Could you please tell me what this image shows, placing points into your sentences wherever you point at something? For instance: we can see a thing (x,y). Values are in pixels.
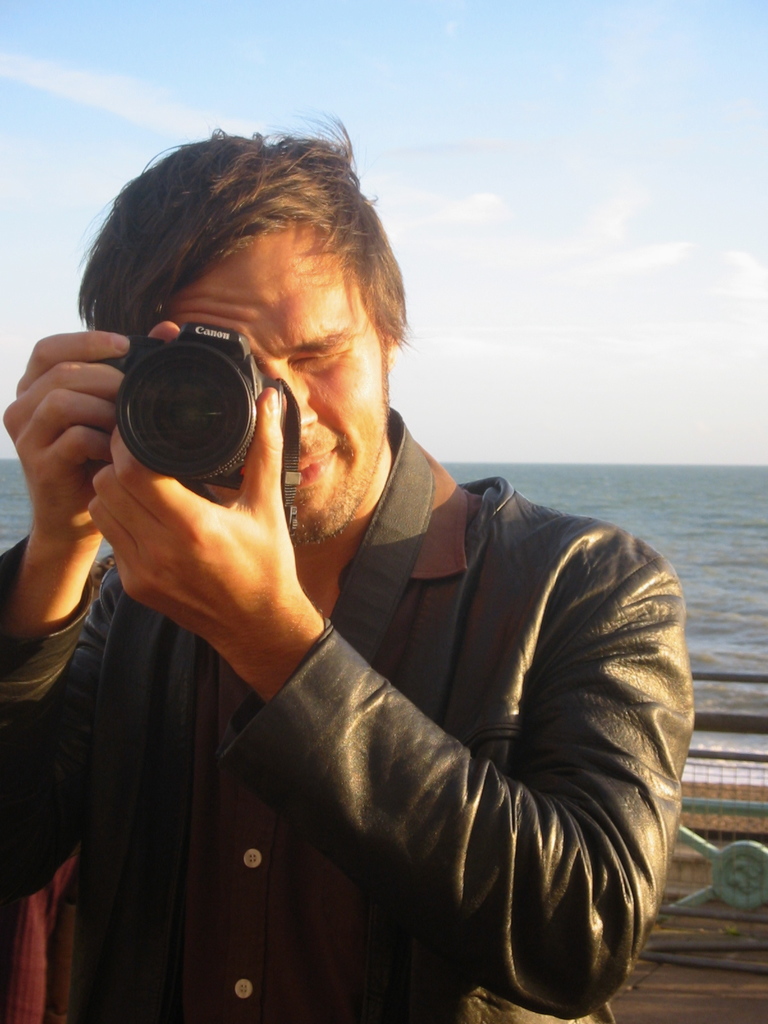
In this image the man (287,565) is holding a camera (249,437). At back (685,498) side we can see a water (641,481).
